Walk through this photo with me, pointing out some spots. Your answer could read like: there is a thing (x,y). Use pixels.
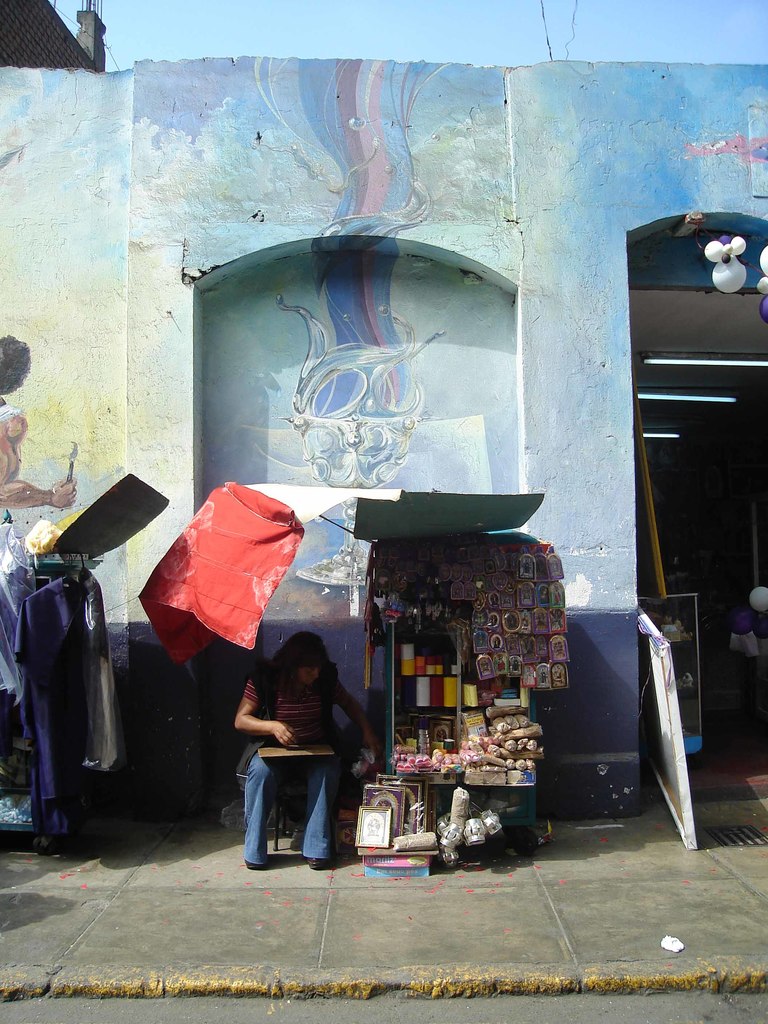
In the image there is a woman (298,697) sitting in front of a wall (416,274) with a small store (444,778) beside her and there is an entrance (686,551) on the right side (737,742) and above its sky (342,41).
